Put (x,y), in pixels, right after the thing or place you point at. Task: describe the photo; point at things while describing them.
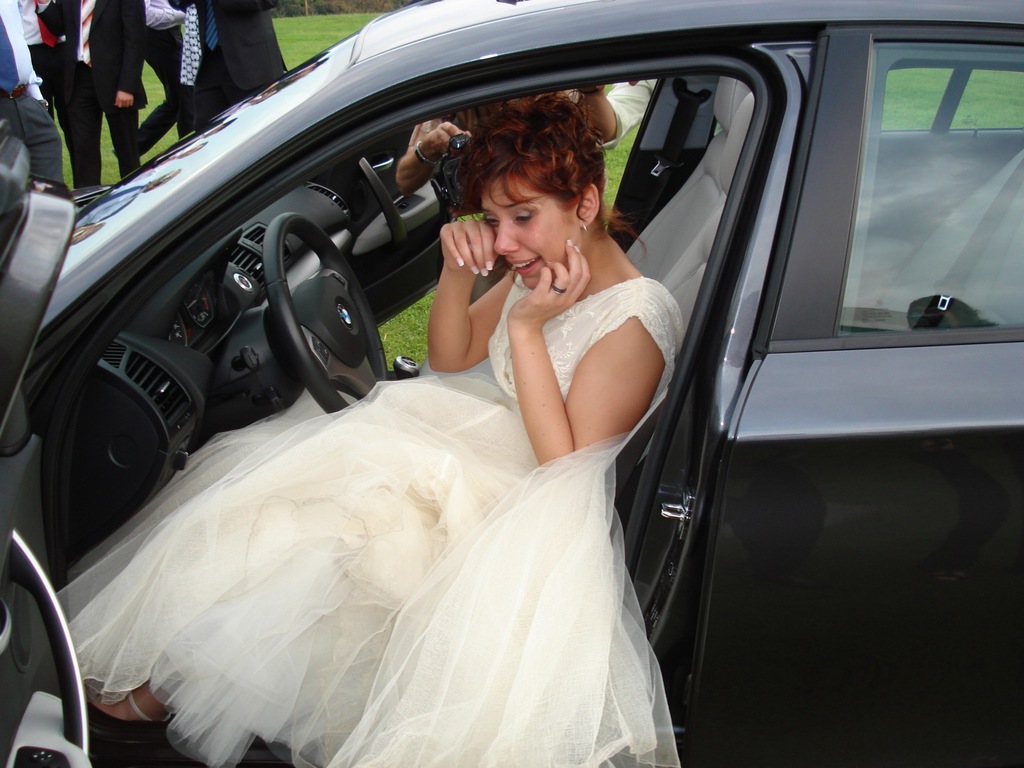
A woman (481,313) is crying sitting in a car (645,528) wearing gown (365,555). In the background (77,61) many persons (104,90) are standing. Also other side a lady (426,130) is holding a camera (444,157). Also there is a grass lawn (293,24).
